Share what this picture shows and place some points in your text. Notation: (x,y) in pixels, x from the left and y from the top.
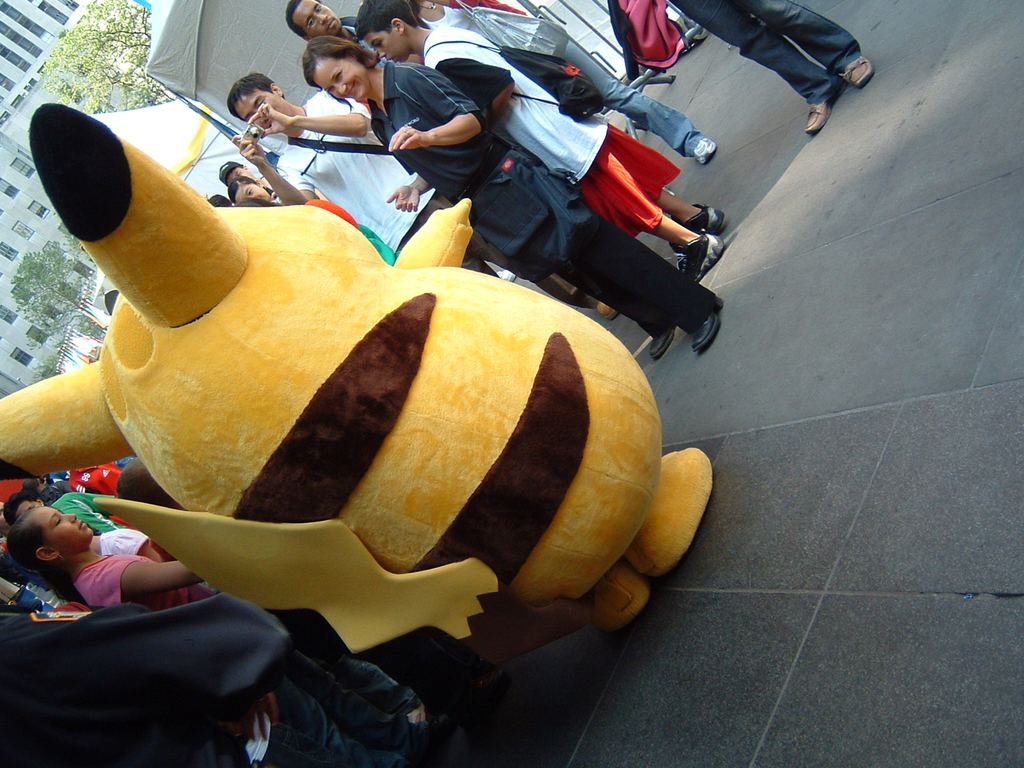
In this image, there are a few people (481,101), trees (85,331), buildings (35,49), tents (150,149). We can also see a toy (291,486) and the ground (836,632). We can also see some objects (91,320).
